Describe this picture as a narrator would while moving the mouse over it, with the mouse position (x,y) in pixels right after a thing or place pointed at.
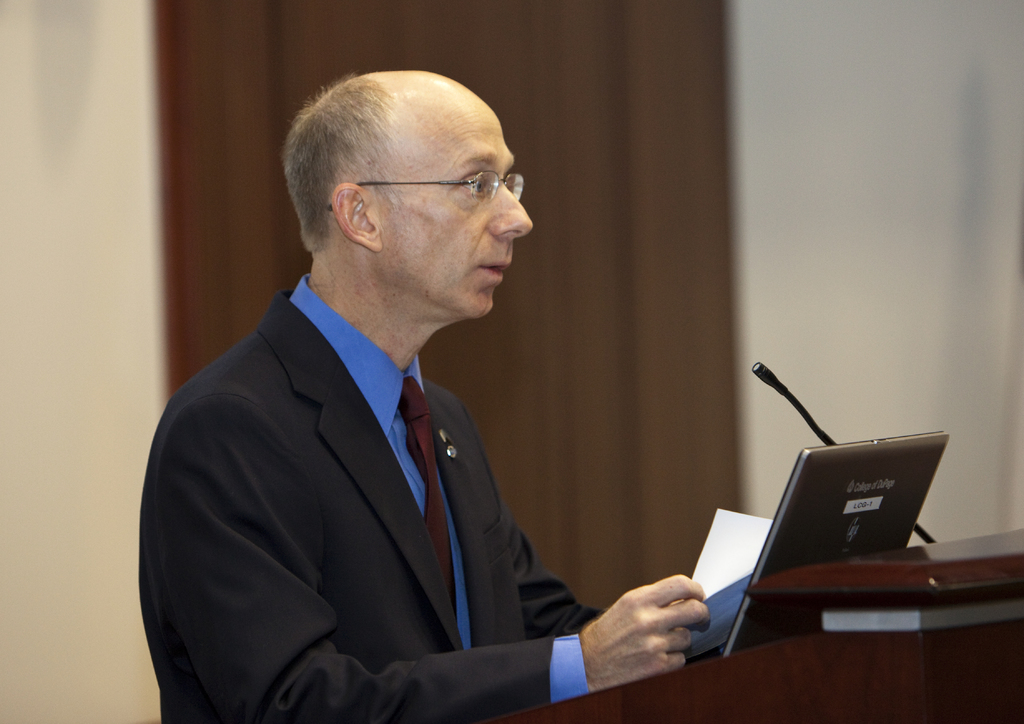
In this picture there is an old man (428,621) wearing black suit (406,592), standing at the speech desk (765,644) with laptop (727,657) and giving a speech. Behind there is a brown curtain (621,240) and a wall (831,119).
